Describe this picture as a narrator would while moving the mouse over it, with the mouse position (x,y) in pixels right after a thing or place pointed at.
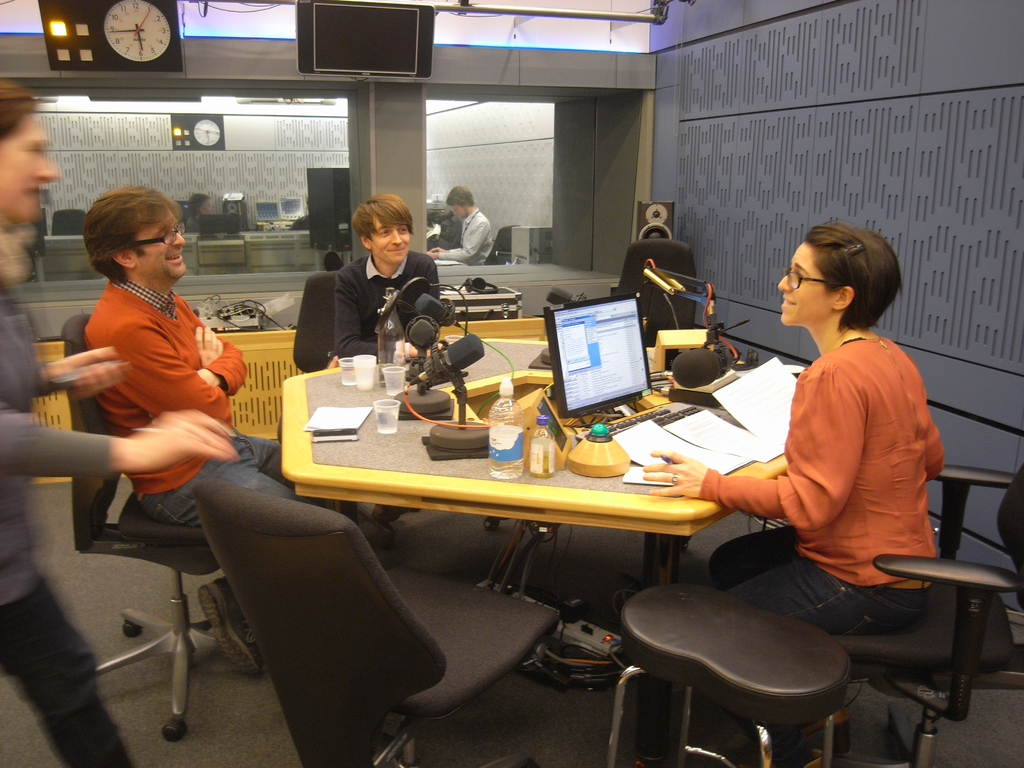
In this image i can see few people (108,236) sitting and talking in front (615,331) there is a desk top (629,328), bottle (493,425), ear phones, glasses (380,424) on a table (408,462) at the back ground (471,245) i can see other man (482,230) sitting, a wall (251,73), clock (177,51).
